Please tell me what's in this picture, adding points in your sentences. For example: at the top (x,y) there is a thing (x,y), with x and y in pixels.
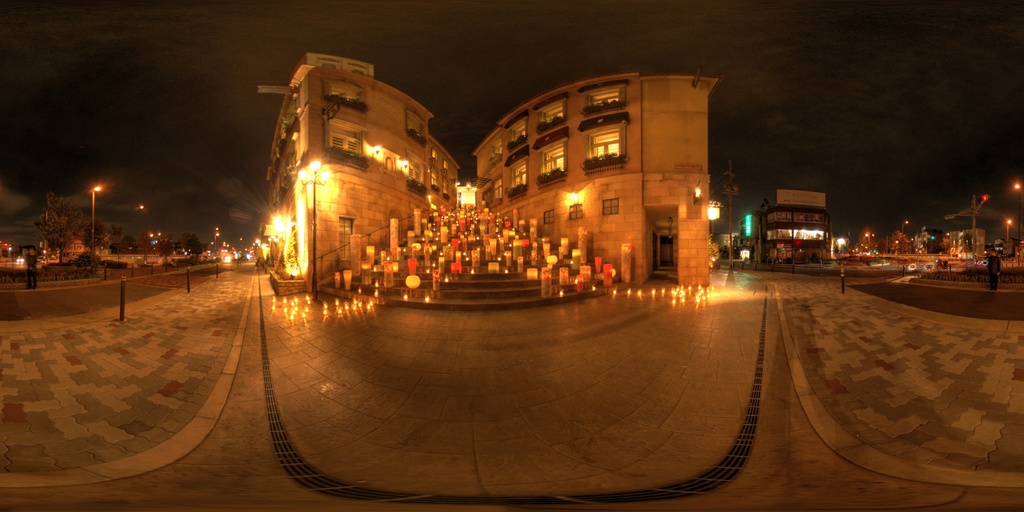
In the middle (472,290) I can see a building (702,107), staircase (443,298), lanterns (435,215) and poles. In the left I can see a fence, light poles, trees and a person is standing. On the right (924,276) I can see a vehicle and plants (964,278). In the background (889,120) I can see the sky (139,52). This image is taken during night on the road (322,385).
